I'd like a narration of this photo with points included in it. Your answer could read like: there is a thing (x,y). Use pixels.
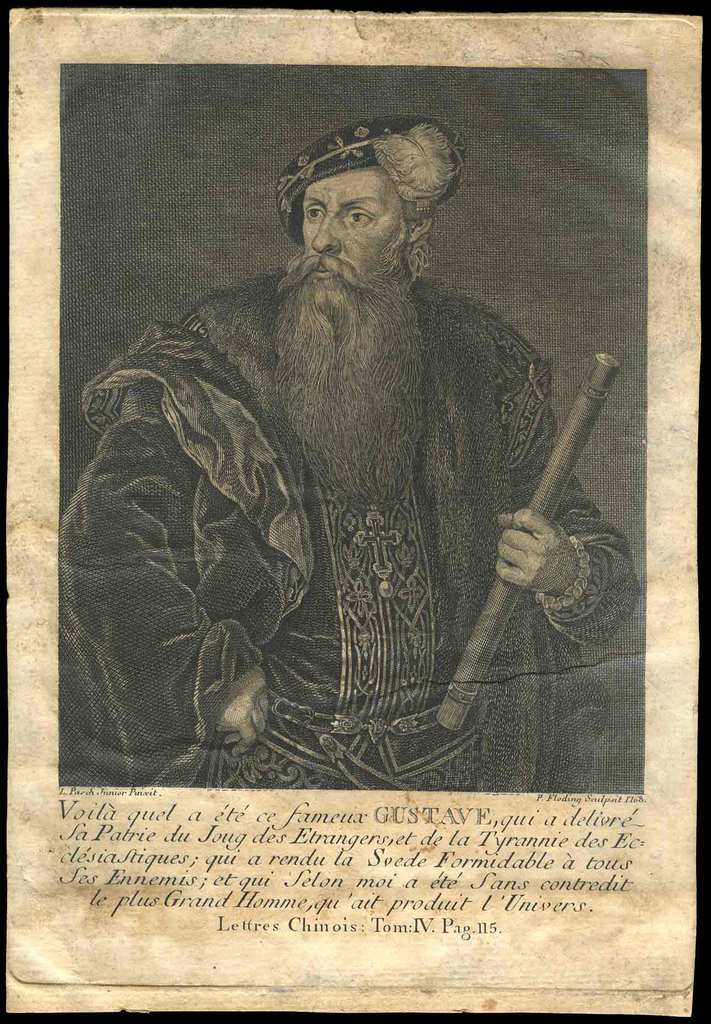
In this picture, there is a paper (327,789). On the paper (319,752), there is a man (413,454) wearing ancient clothes (350,565) and holding an object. At the bottom (361,815), there is some text (393,830).
